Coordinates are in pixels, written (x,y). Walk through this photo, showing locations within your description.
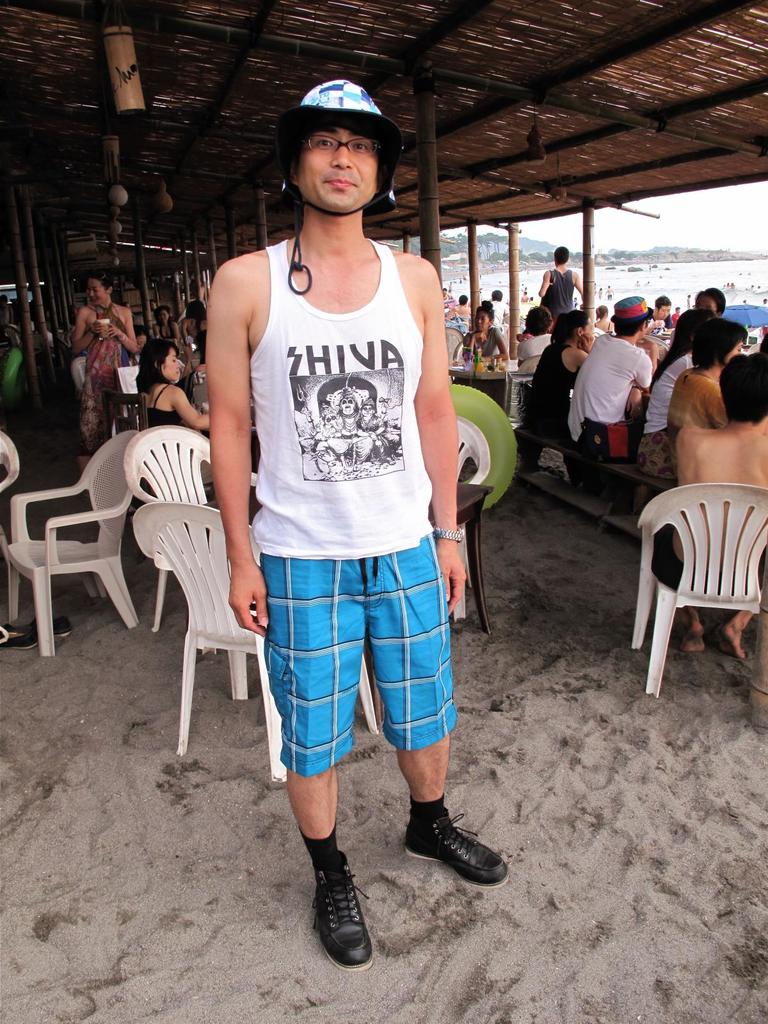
there is a land (627,794) and there is so many people (661,413) are sitting on the bench (547,440) and so many people (557,294) are standing on the water (655,281) and there are so many chairs (672,619) and the person (343,427) who is standing on the sand (394,853) he is staring and some of people (190,326) are sitting and the roof (220,119) is made up of wood (548,49).
